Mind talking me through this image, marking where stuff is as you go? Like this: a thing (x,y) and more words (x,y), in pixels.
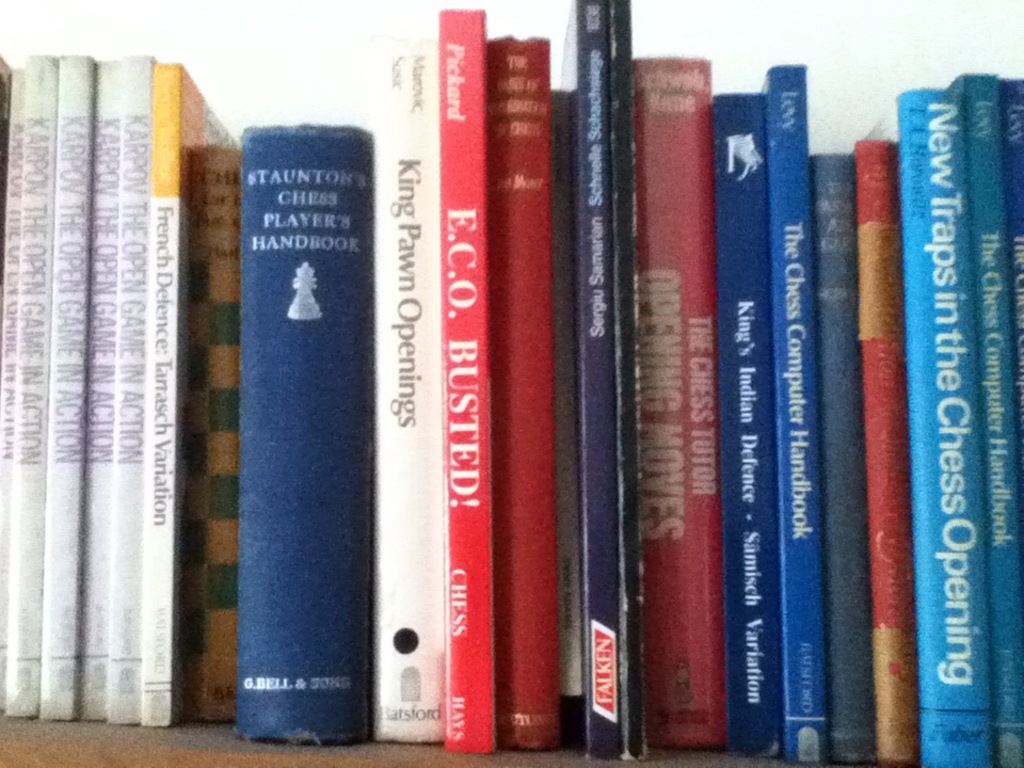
In this image I can see few books (220,609) on a wooden board (141,749). On the books (538,469), I can see the text (664,529).
